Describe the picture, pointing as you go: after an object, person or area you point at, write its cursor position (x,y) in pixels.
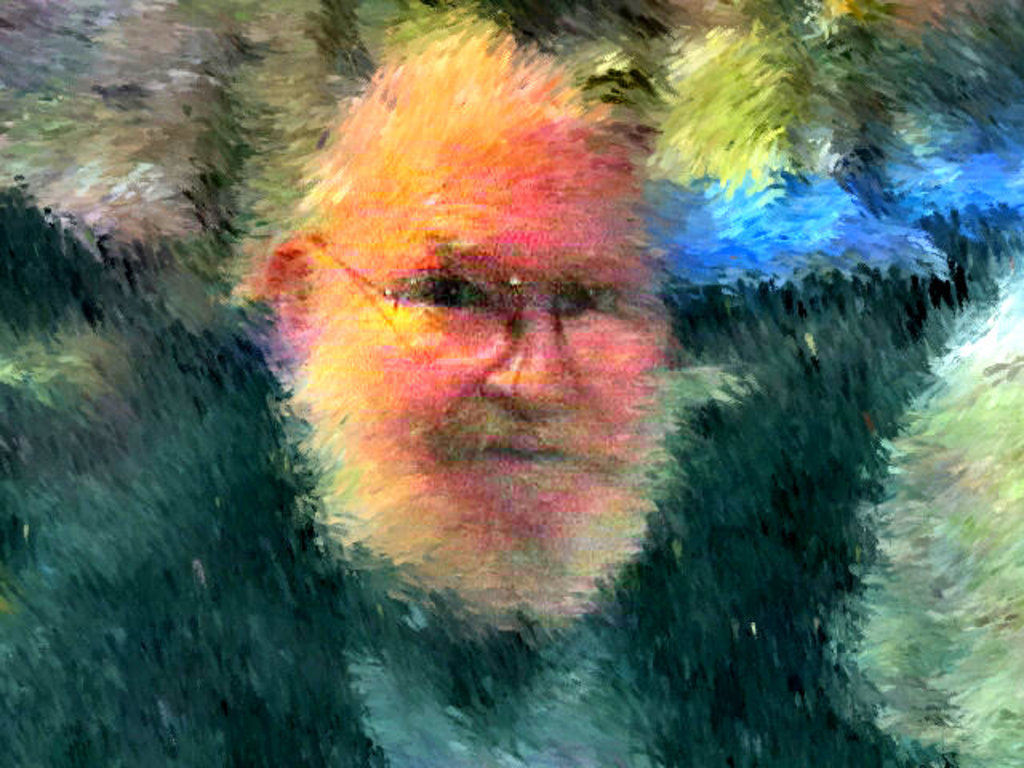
This is a painting. In the middle of this painting, there is a face (345,172) of a person (664,359) who is wearing a spectacle (462,283). And the background (716,116) is in different colors.
